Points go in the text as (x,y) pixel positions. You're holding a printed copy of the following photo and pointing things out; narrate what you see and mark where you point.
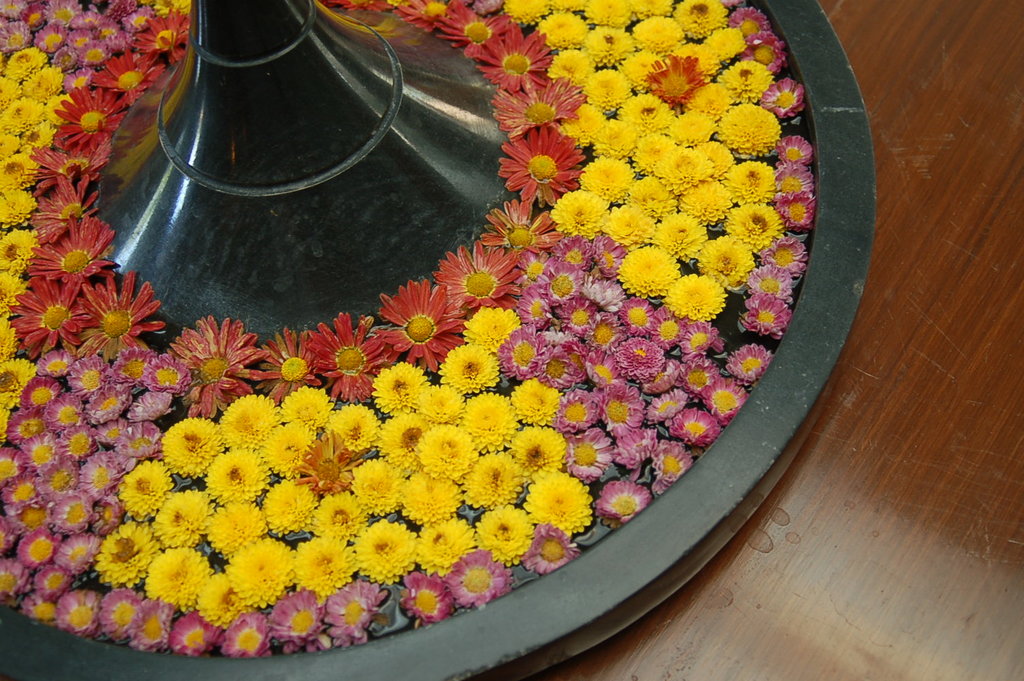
In this image, we can see some flowers (450,430) in a plate (591,603).
